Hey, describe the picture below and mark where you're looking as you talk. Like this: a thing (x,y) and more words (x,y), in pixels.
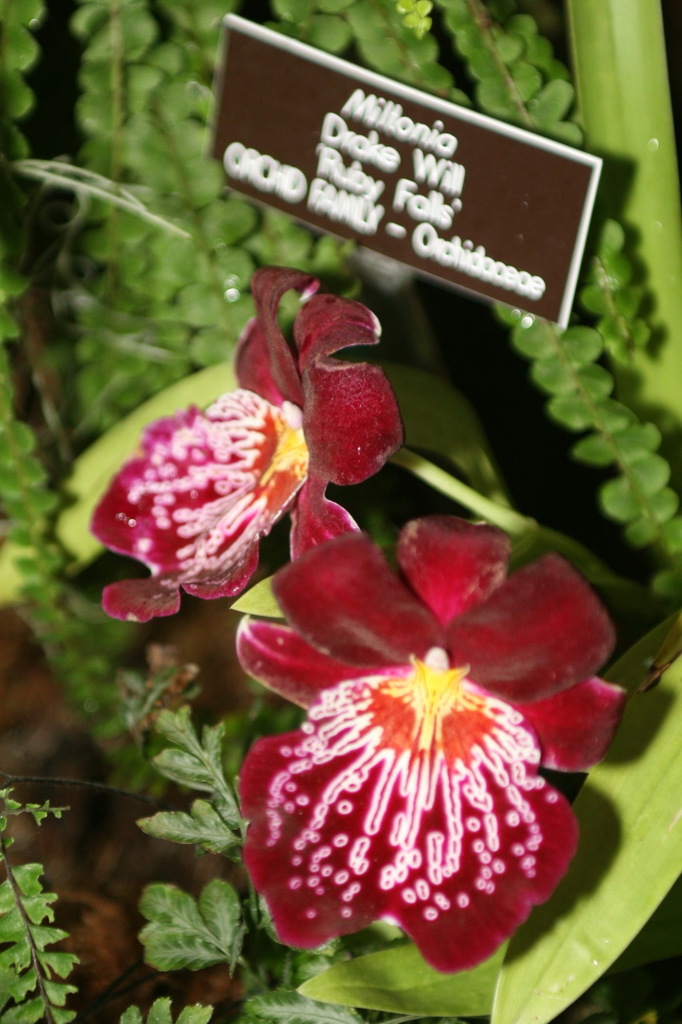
In this image in the foreground (238,549) there are flowers (341,619) and some plants (171,209), at the top of the image (340,180) there is a board (406,158). On the board (425,158) there is text (437,167), and on the right side of the image (633,6) there are some leaves (578,890).
